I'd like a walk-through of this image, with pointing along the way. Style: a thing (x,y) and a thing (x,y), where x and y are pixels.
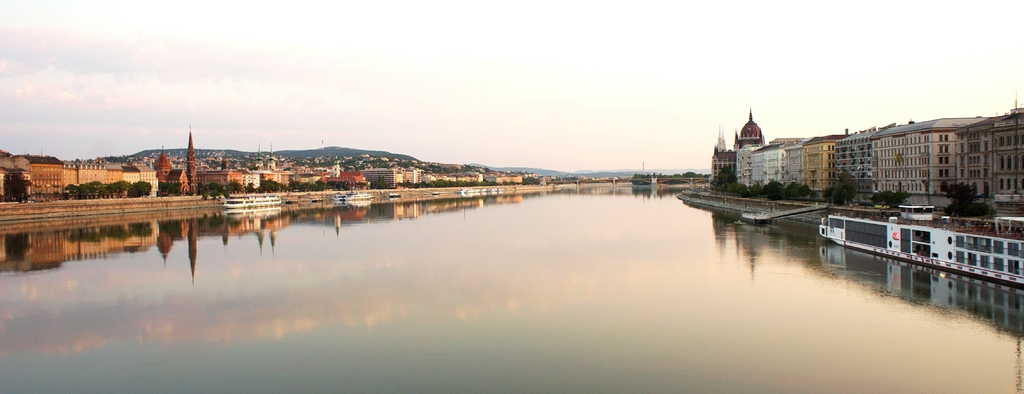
In this image, we can see a river (561,272) in between buildings (843,152). There is a boat (956,245) on the right side of the image (879,249). There is a sky (419,67) at the top of the image (407,59).
